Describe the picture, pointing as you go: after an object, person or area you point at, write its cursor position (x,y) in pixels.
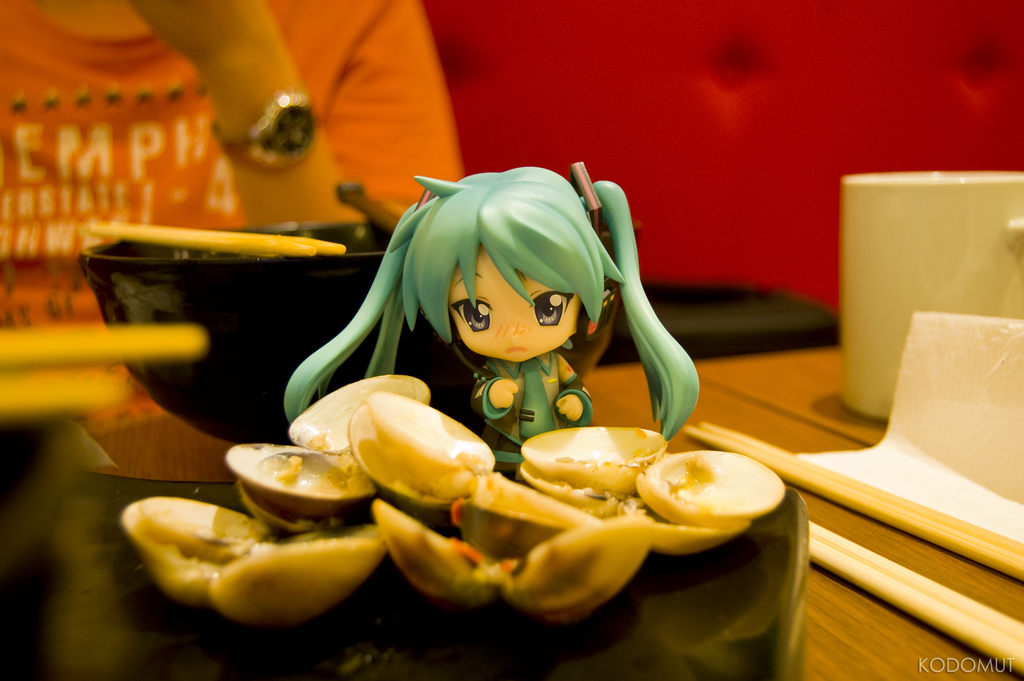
In this picture there is a toy (582,217) in the middle (555,395), before that toy (486,431) there are group of shells (703,454). Besides the toy (315,365) there is a bowl (249,338) with chopsticks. Towards the right (914,279) there is a cup (857,345) and chopsticks (982,533). In the background (187,109) there is a person (367,79) with orange shirt (142,64).
